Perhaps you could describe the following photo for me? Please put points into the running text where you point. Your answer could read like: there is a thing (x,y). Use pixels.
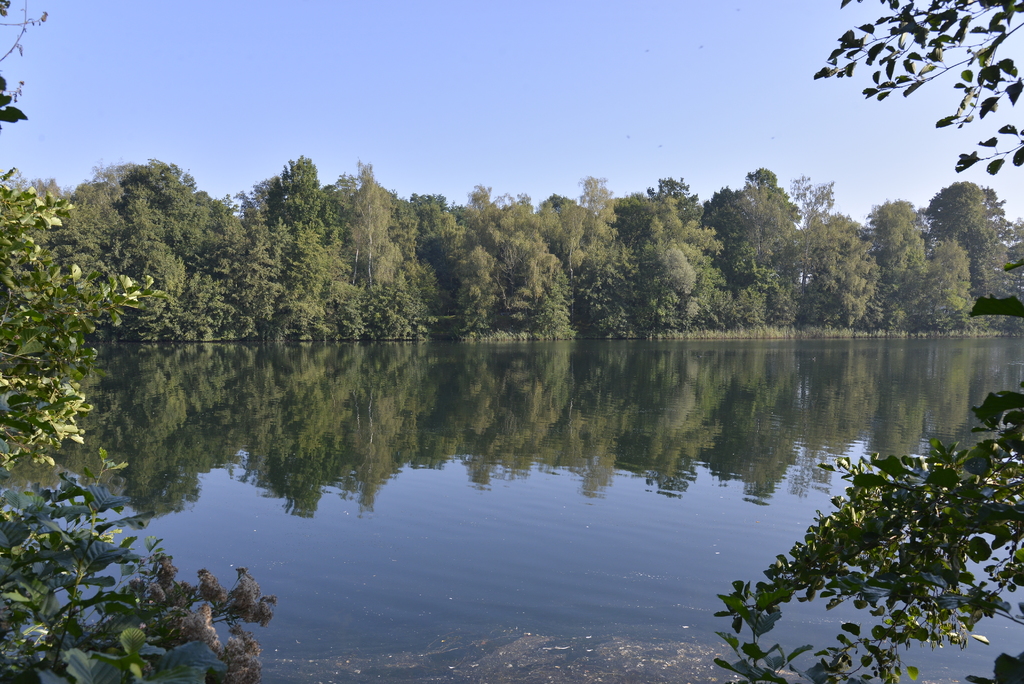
In this image we can see trees (438,257), water (438,485) and sky (538,106).
